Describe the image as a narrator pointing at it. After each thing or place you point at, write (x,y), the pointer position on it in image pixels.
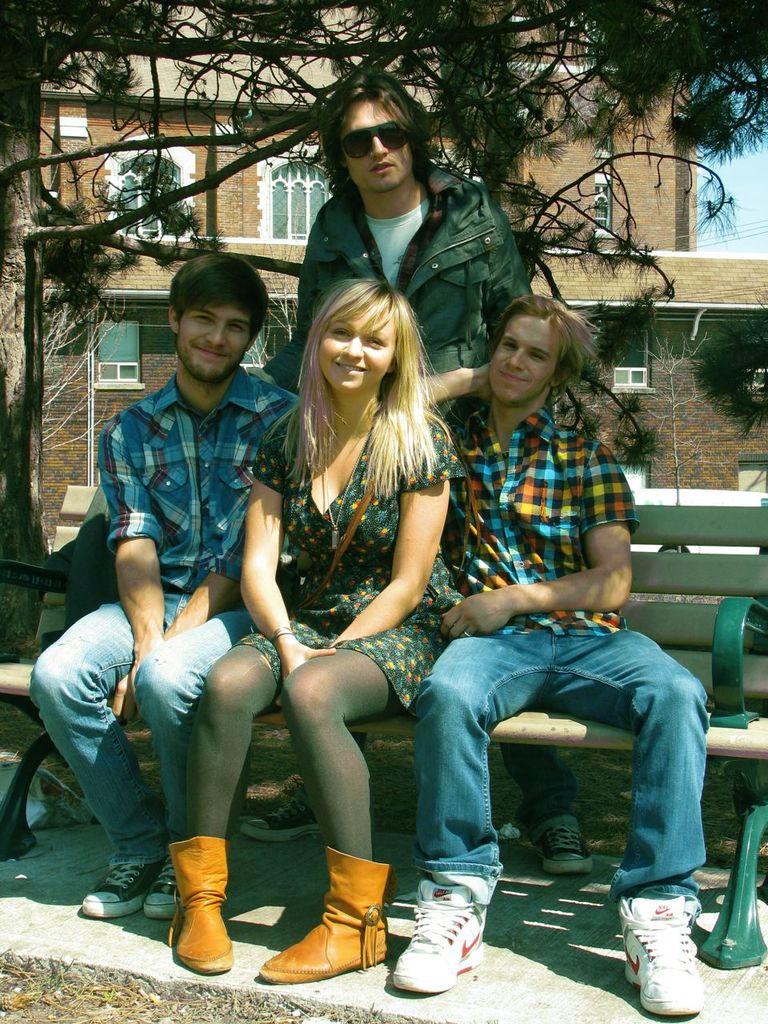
In this image three people (307,501) are sitting on a bench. Behind them a person (401,159) is standing. In the background (179,225) there are trees (144,129), building (182,112).
